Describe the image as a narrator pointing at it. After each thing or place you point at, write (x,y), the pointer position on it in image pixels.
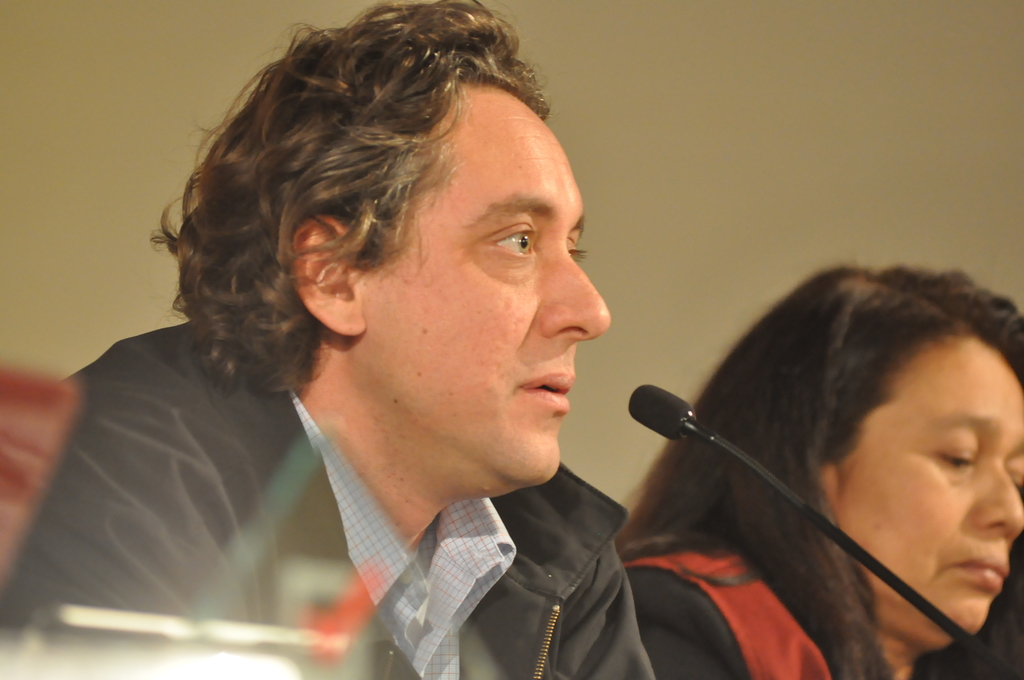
In this image we can see people (209,280). There is a mic (684,409). In the background of the image (714,234) there is wall (183,84).
